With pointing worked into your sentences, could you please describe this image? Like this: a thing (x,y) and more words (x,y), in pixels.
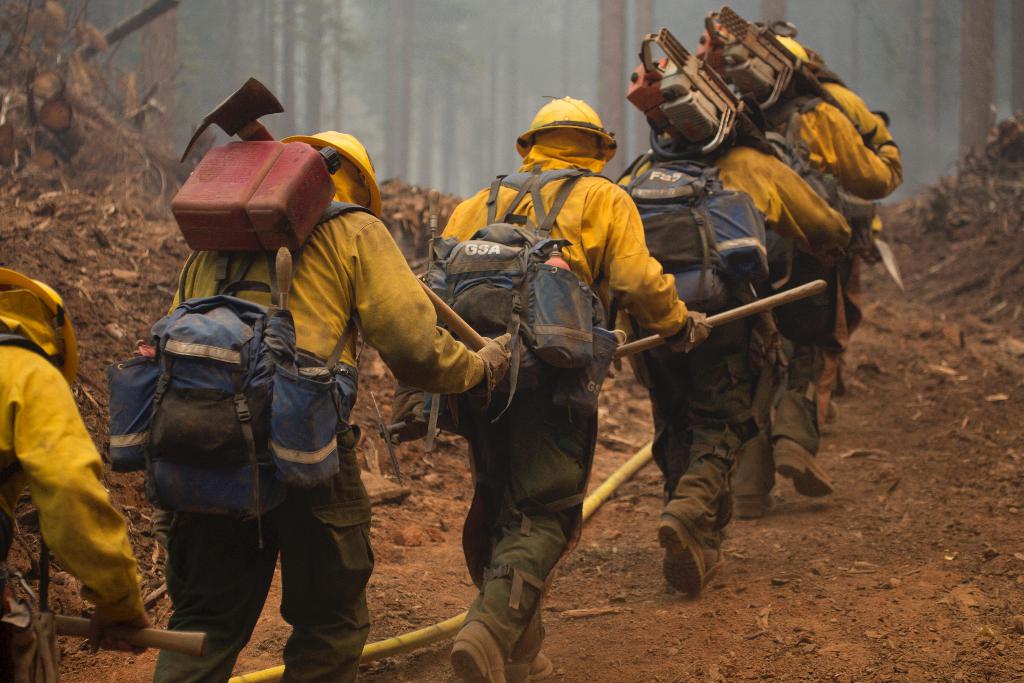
In this image I can see few persons (339,301) wearing yellow and blue colored dress (388,288) are standing and holding few objects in their hands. I can see they are carrying few tools (710,49) with them. I can see the ground (879,542) and a yellow colored pipe (258,675) on the ground (371,609). In the background (220,74) I can see few trees (344,56).
